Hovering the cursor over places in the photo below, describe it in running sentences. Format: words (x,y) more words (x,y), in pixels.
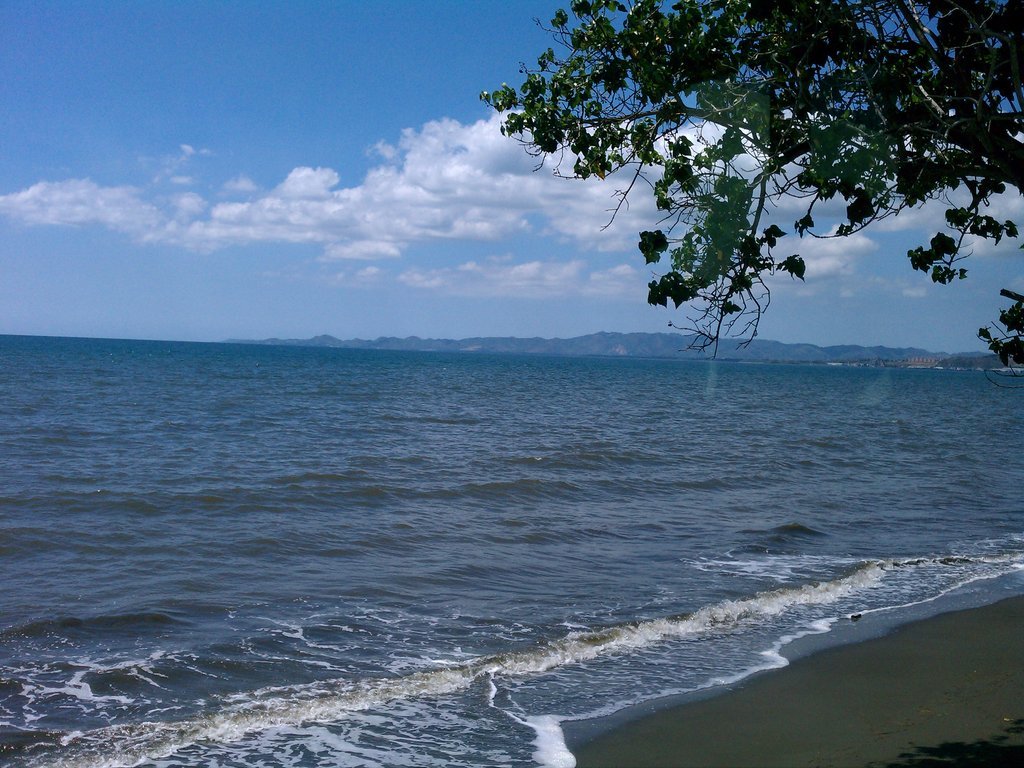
In the image I can see a ocean (660,430) and also I can see a tree (676,66) and the cloudy sky (278,266).
